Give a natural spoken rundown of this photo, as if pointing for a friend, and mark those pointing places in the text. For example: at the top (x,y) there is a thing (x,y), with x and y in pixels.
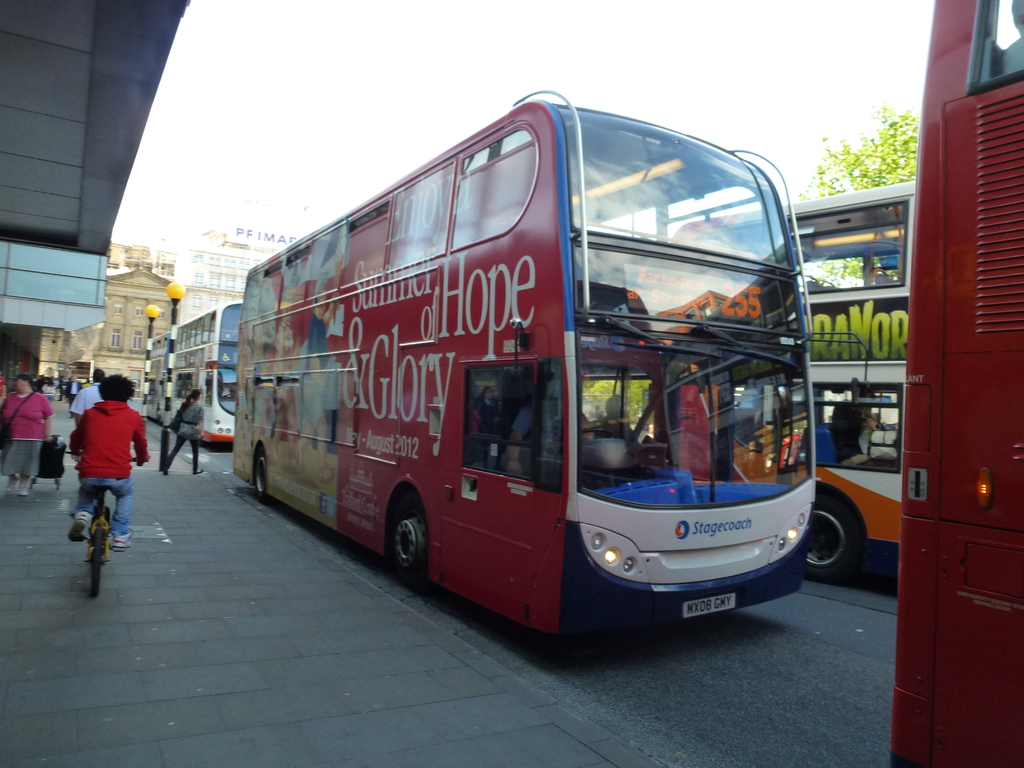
On the left side (123,591) there is a sidewalk (123,573). On that there is a person (110,451) riding cycle (98,537) and there are many people (6,395). Near to that there are many buses (636,328) and something written on that. In the back (197,276) there are many buildings (167,279) and light poles (177,302).
